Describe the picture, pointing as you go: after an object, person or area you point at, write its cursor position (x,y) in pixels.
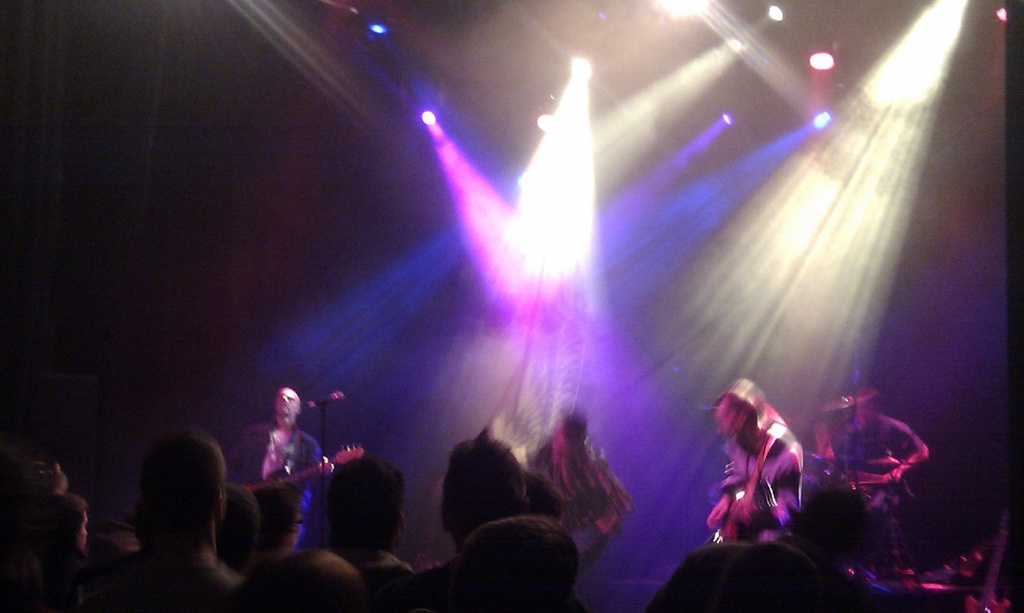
In this image there are people (573,434) standing on the stage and playing musical instruments (751,516), there is a mike (324,516) on the stage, there are audience (487,546), there are lights (580,73).
